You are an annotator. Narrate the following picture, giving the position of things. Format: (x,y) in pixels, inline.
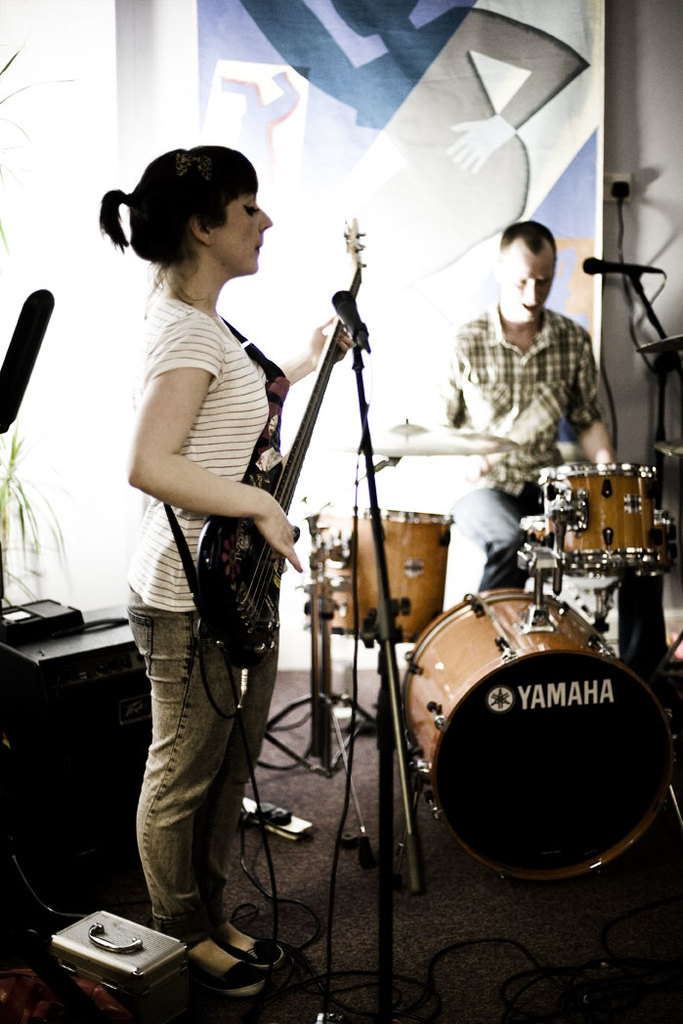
In this image In the middle (259,489) there is a woman (176,603) she wears t shirt (214,445) and trouser (214,780) she is playing guitar (239,591), In front of her there is a mic (350,299). On the right (535,441) there is a man (538,469) he is playing drums (559,528). In the background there is a poster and wall (682,230).
